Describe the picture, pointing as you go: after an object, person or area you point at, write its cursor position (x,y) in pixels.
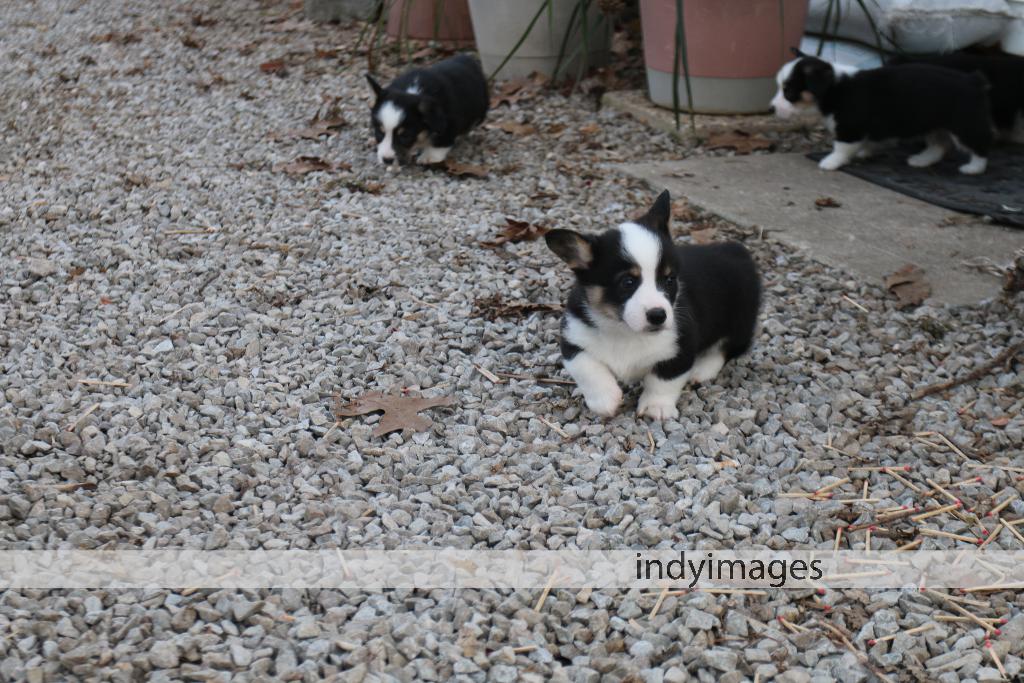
In this image I can see few black and white colour puppies (652,334). I can also see number of stones (283,432), matchsticks (825,486) and here I can see watermark (721,564).
